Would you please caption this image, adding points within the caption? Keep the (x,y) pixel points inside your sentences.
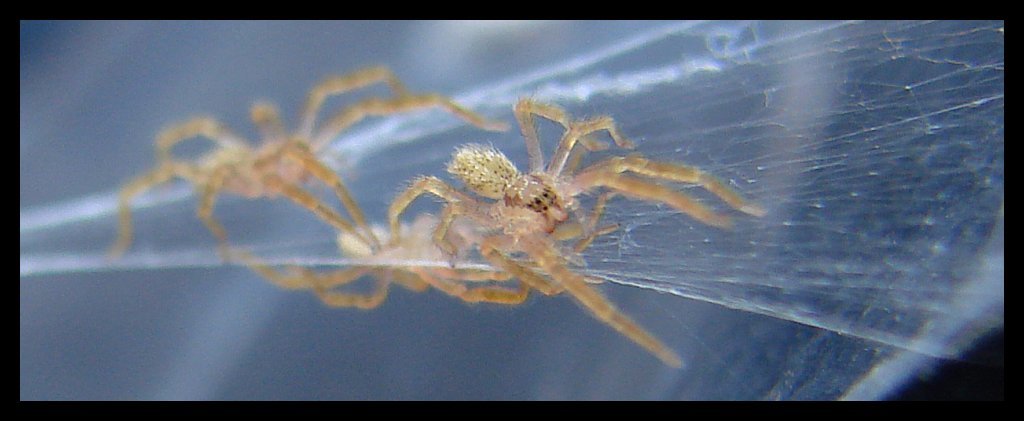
In this image we can see spider (483,170) and a spider web (816,185).
